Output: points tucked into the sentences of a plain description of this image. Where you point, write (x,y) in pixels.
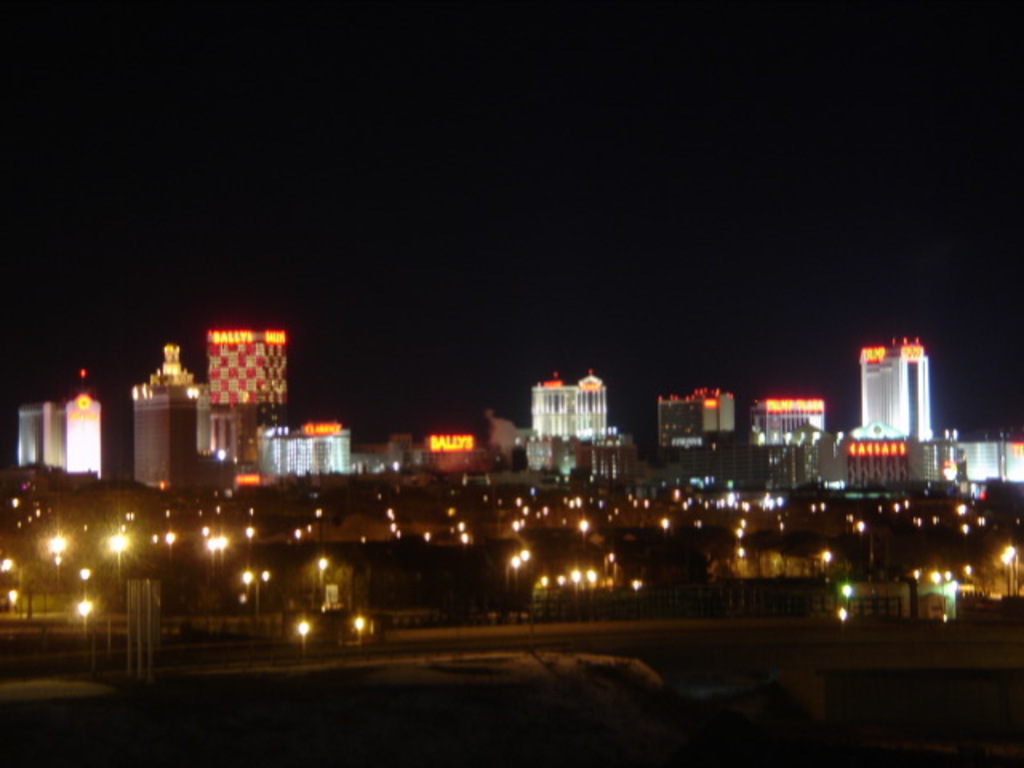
In this image we can see buildings (407,475), road (281,640), street lights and sky (540,260).
